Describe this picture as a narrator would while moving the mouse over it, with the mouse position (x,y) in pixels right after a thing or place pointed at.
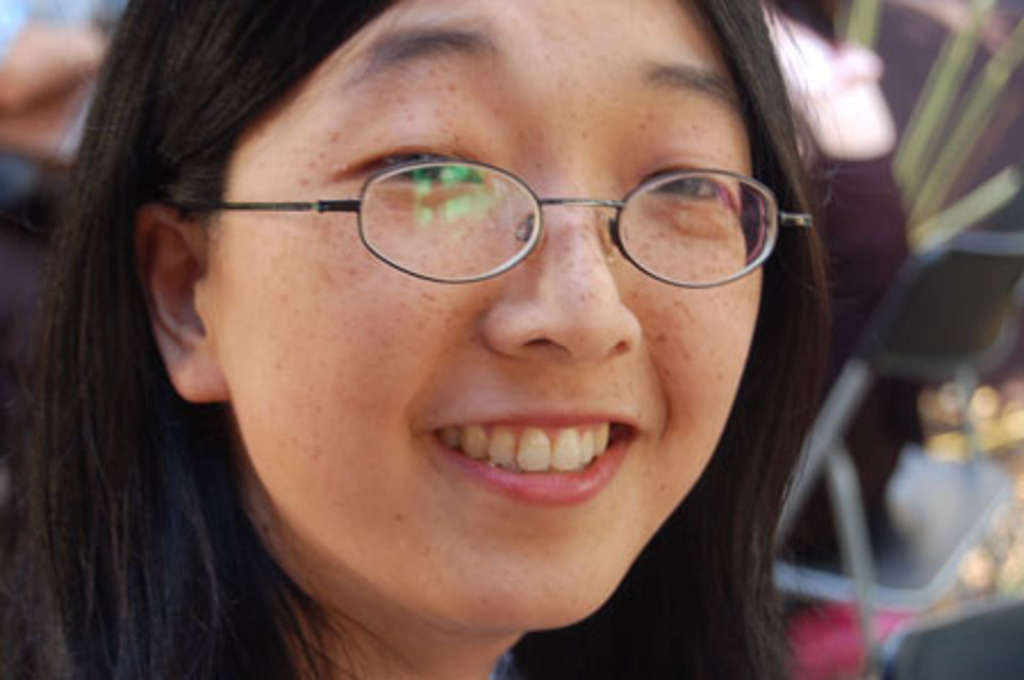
In this image I can see there is a woman (317,353), she has spectacles (422,245) and the background of the image (30,44) is blurred.
